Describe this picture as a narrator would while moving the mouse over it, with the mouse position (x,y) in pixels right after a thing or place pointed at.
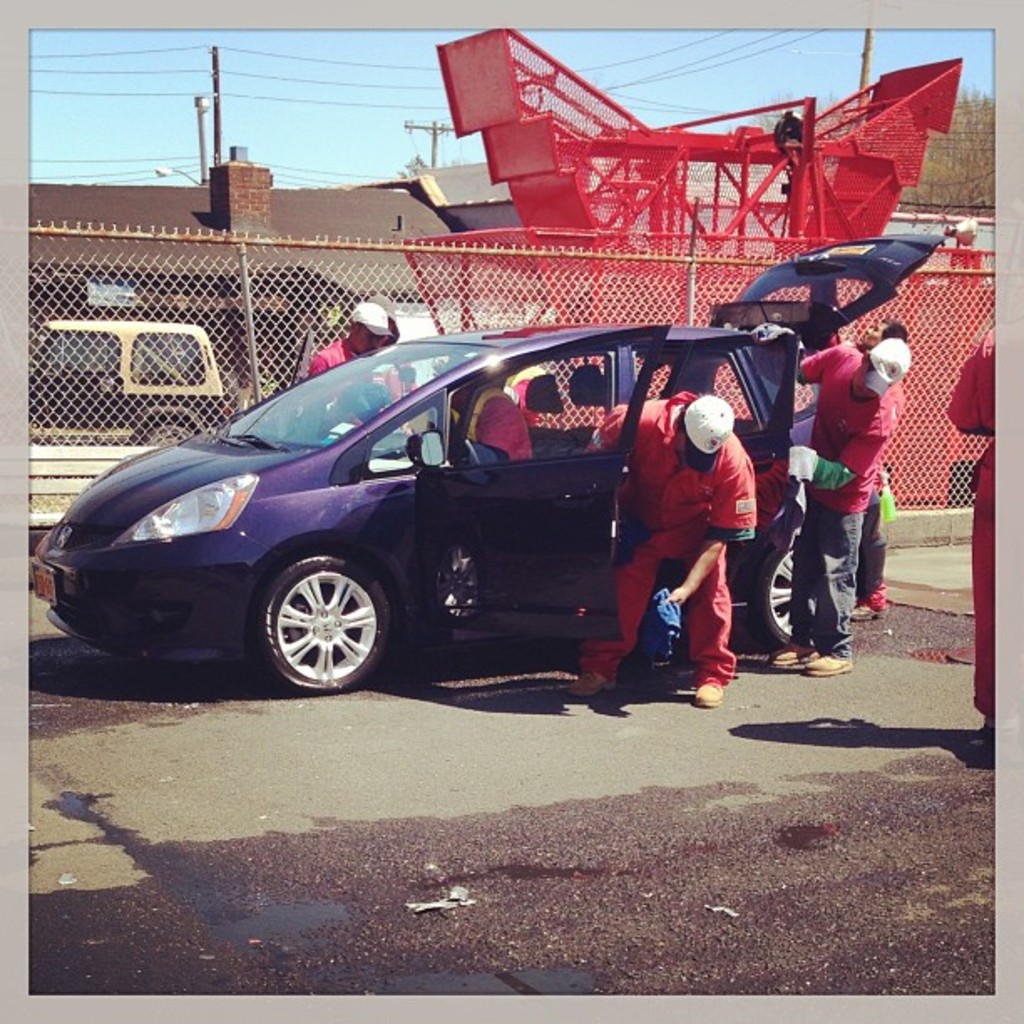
In the center (560,422) we can see one car (320,668). Around car (753,598) we can see few persons (845,385) were standing. In the background (446,116) there is a sky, fence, tree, roof (334,206), building (490,219) and vehicle (99,397).
